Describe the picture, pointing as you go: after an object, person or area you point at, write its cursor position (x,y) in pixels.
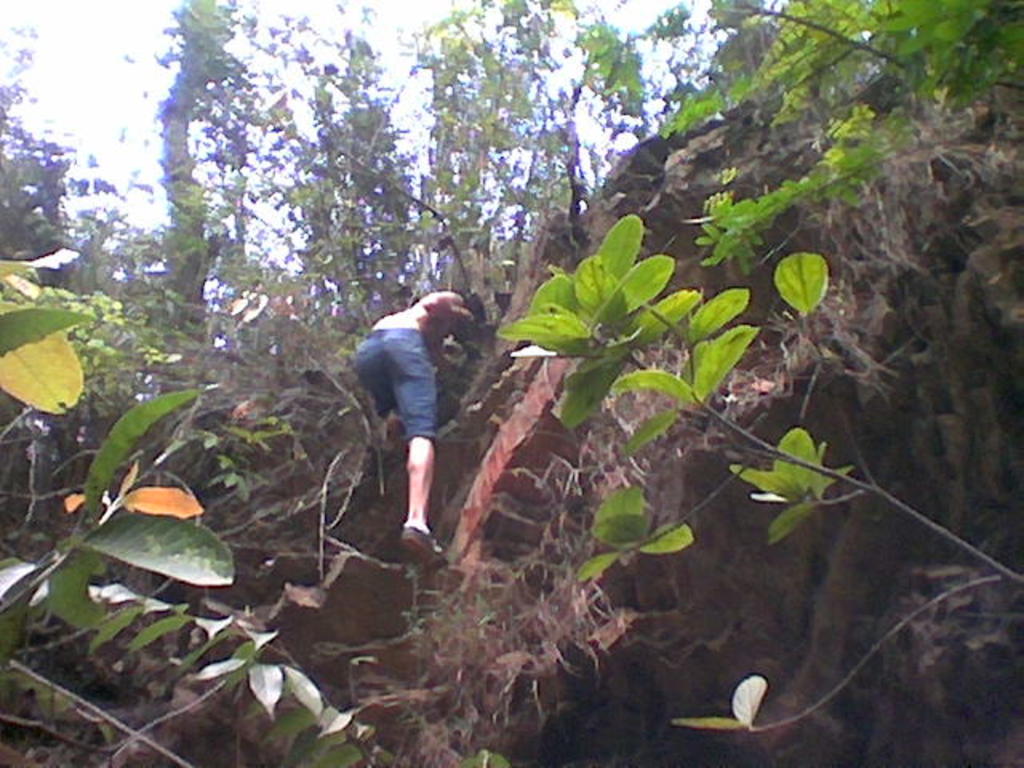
In the image there is a man (394,407) climbing a rock (373,468). There are plants (251,437) with leaves (710,335). In the background (125,297) there are trees (439,77).
